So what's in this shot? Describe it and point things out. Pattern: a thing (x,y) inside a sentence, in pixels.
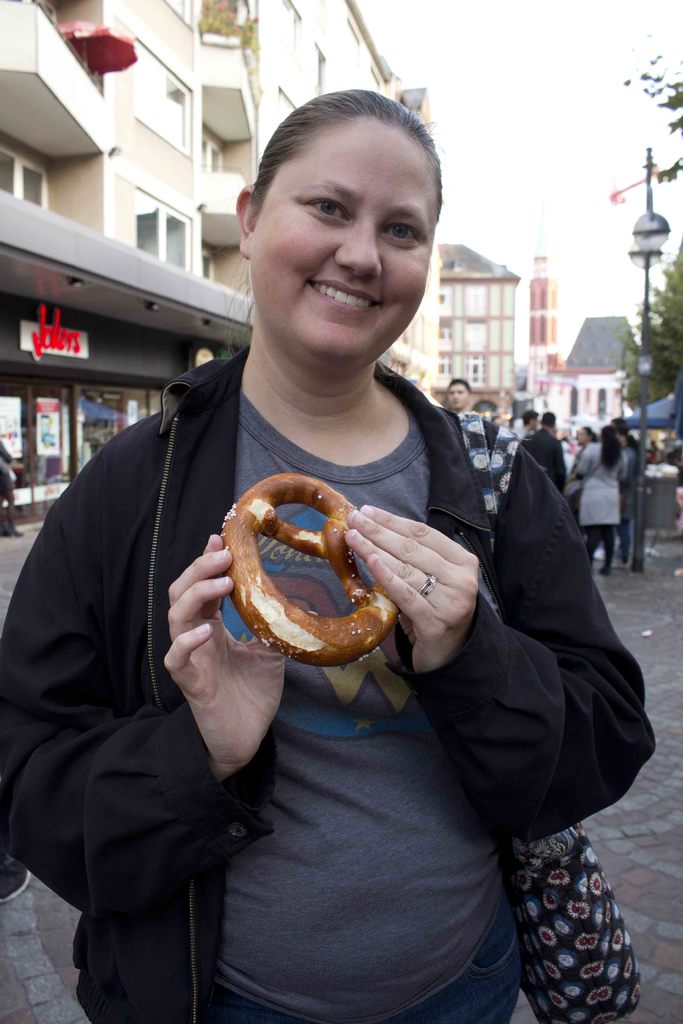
In this image, we can see a woman (479,876) standing and she is smiling, in the background (540,442), we can see some people (540,442) standing, there are some buildings (198,182) and we can see lights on the pole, at the top (631,302) there is a sky (625,311).
